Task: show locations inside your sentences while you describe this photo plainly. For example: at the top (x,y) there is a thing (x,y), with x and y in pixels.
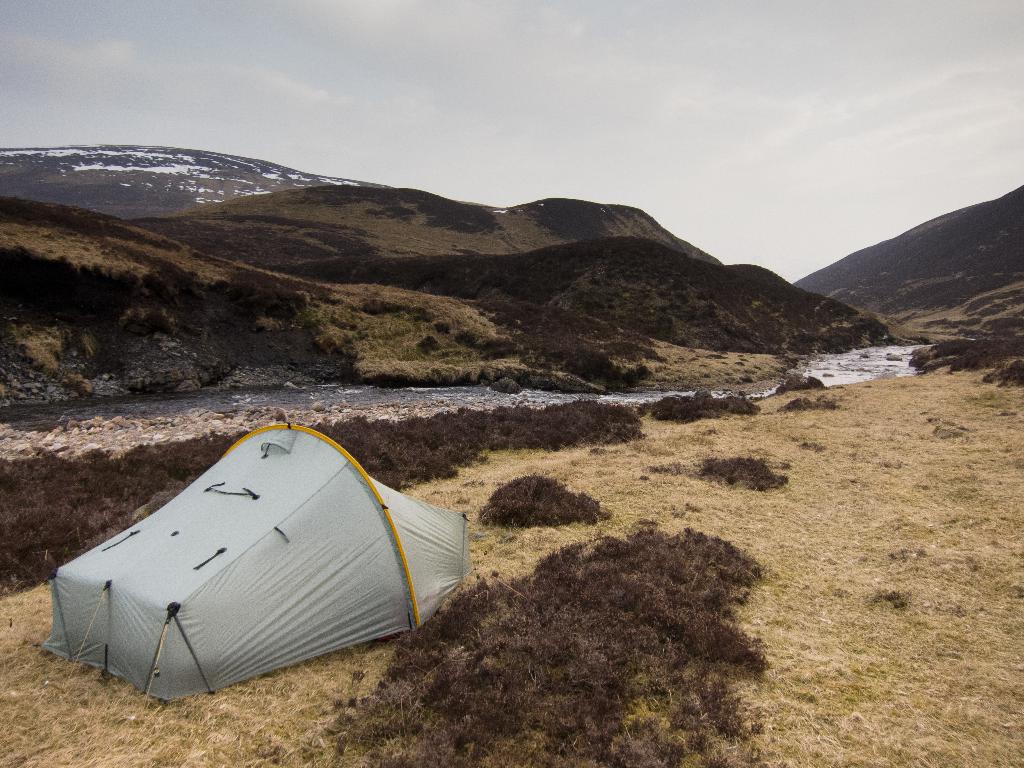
In this picture we can see a tent (130,573) on the ground (556,474), water (836,372), plants (571,422), mountains (646,286) and in the background (493,90) we can see sky (546,83) with clouds (618,137).
